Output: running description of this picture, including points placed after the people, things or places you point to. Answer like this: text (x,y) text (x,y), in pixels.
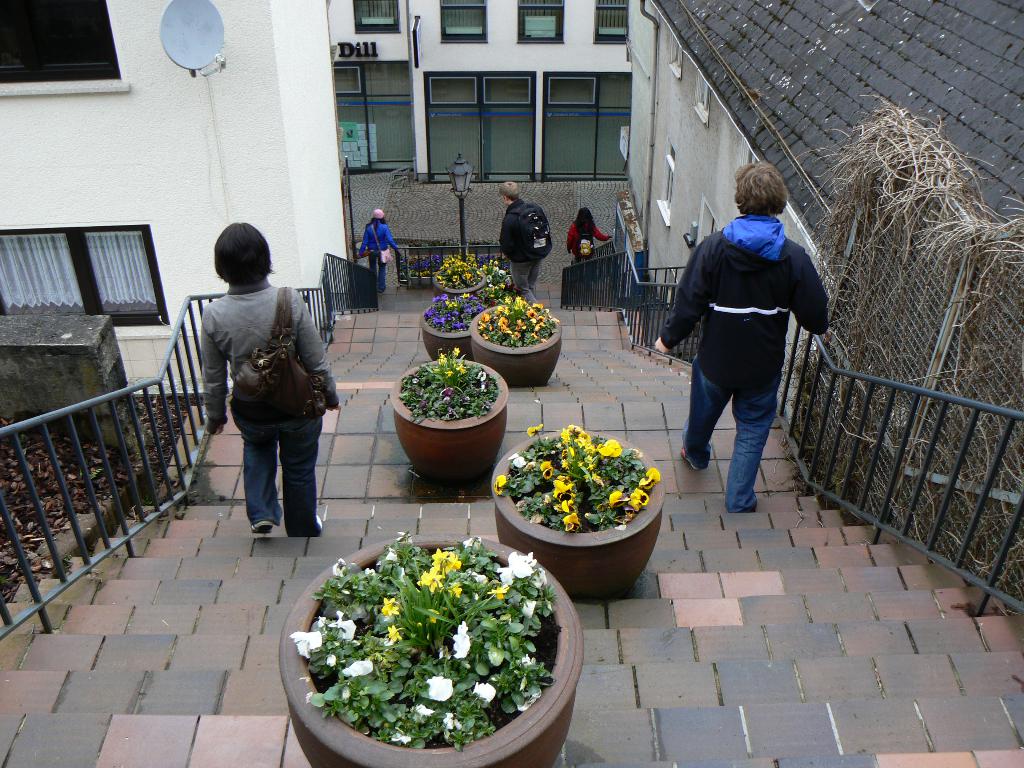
In the image at the bottom (259,567) there are steps (273,581). In the middle of the steps (600,607) there are pots (481,452) with plants (386,654) and flowers (565,518) and also there are few people (218,382) walking on the steps (333,459). At the sides of the steps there is a railing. In the background (687,149) there are houses (261,134) with walls (202,180), glass windows (39,234) and poles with lamps (459,160).
